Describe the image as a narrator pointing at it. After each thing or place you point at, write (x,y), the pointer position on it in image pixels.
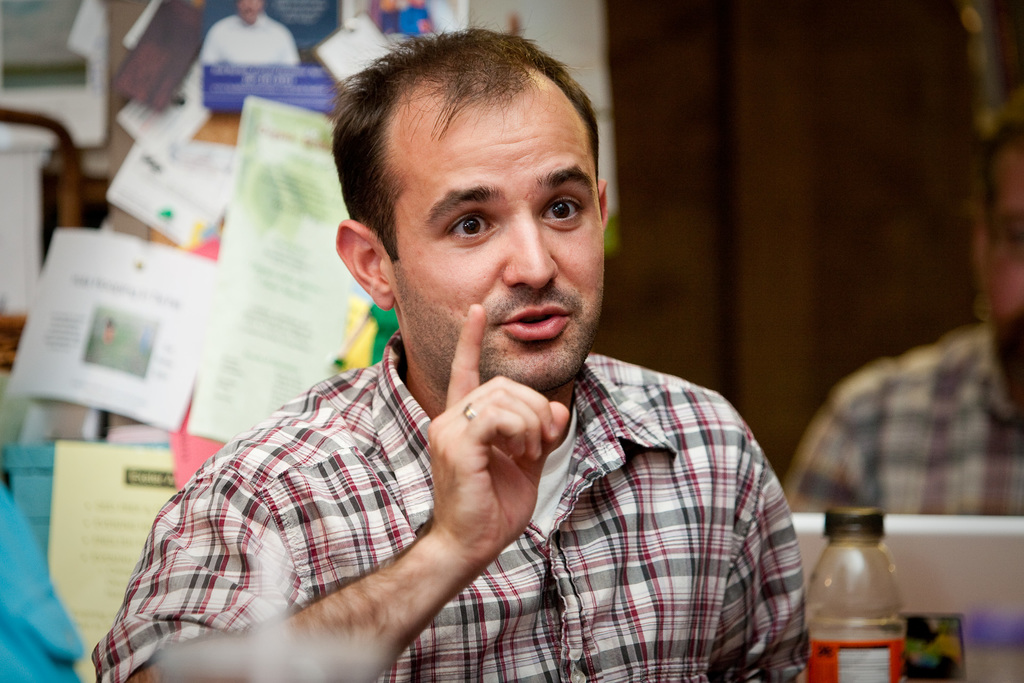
In this image I can see two people (202,490). In the back (128,268) there are some papers (140,176) to the wall (107,187).
